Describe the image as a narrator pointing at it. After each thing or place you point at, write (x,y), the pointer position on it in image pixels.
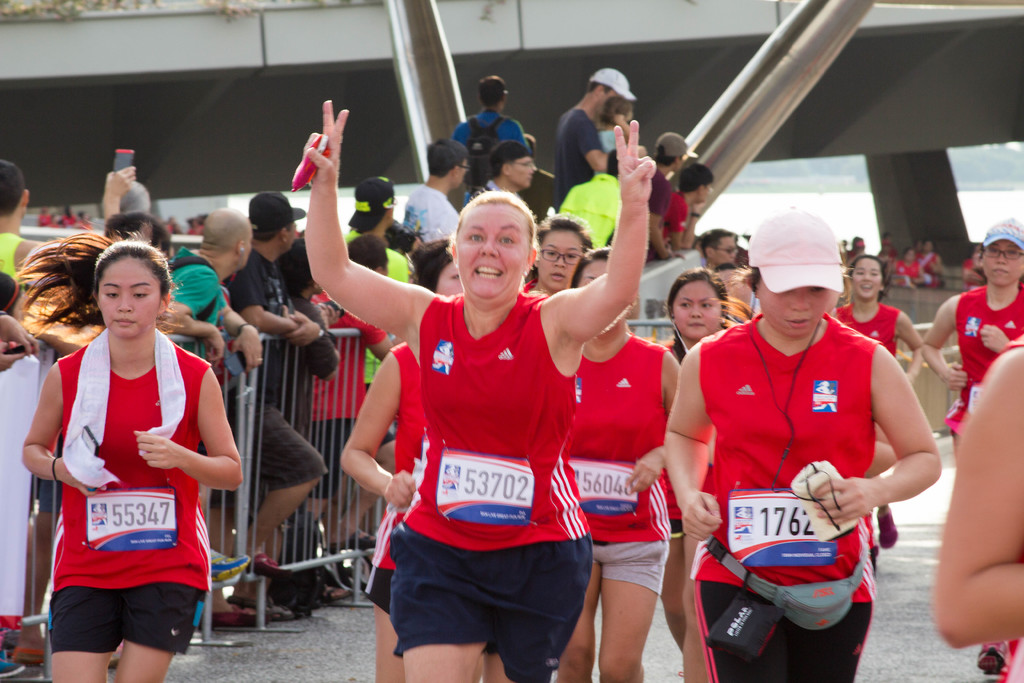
In this image, people (457,385) in red color shirts (85,549) are running, and in the background (3,260) there are group of people (509,172) standing, trees (65,1), water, iron grills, building (828,139).
